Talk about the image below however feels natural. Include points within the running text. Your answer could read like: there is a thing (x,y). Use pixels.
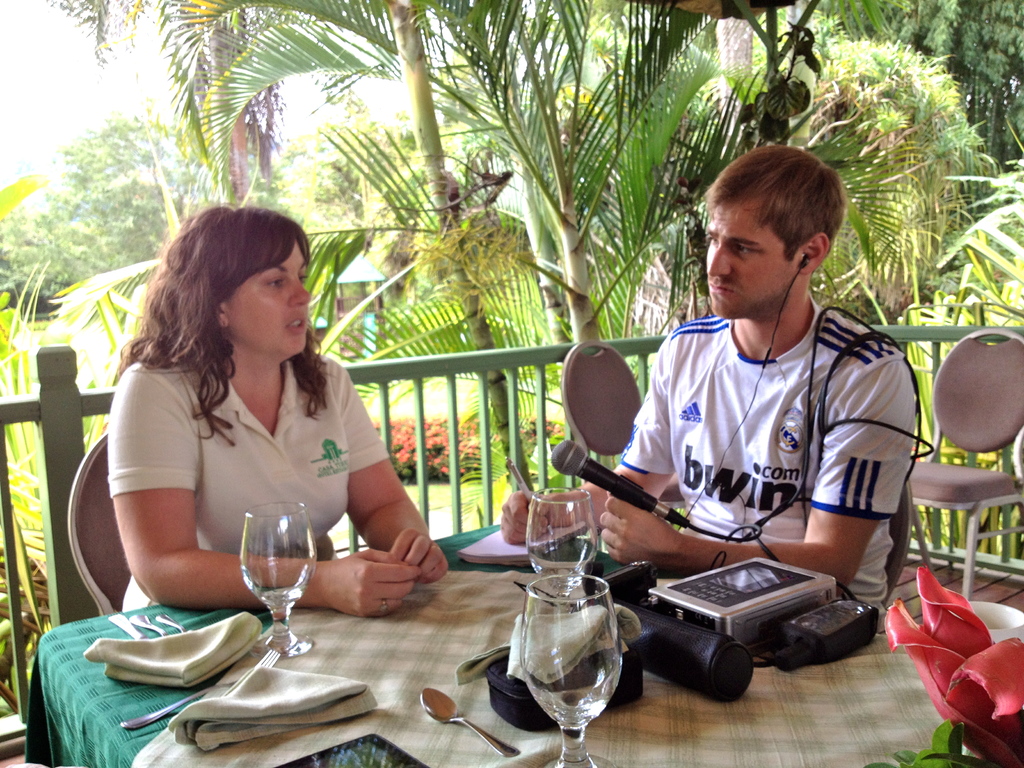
In the center of the image (662,353) there is a lady (159,524) and a man (635,471) sitting on the chairs (94,506), before them there is a table (343,665) and we can see napkins (191,651), spoons (491,741), glasses (542,564), cloth (707,700), flower (943,711), book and an object (685,615) placed on the table (879,637). There is a mic (592,468). In the background (477,385) we can see a fence (525,348), trees (596,198) and sky (63,51). On the right (1004,401) there is a chair (993,391).
